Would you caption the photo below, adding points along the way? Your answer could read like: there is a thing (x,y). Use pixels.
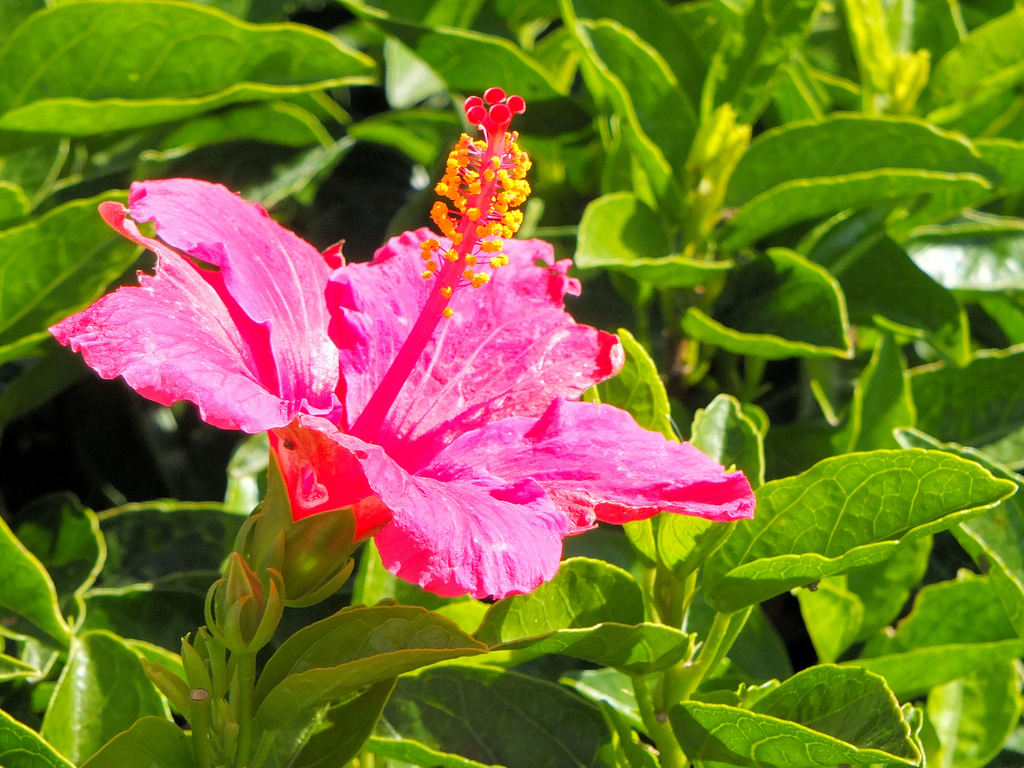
This is a hibiscus flower (483,473), which is pink in color. I can see the leaves (637,649), which are green in color.
